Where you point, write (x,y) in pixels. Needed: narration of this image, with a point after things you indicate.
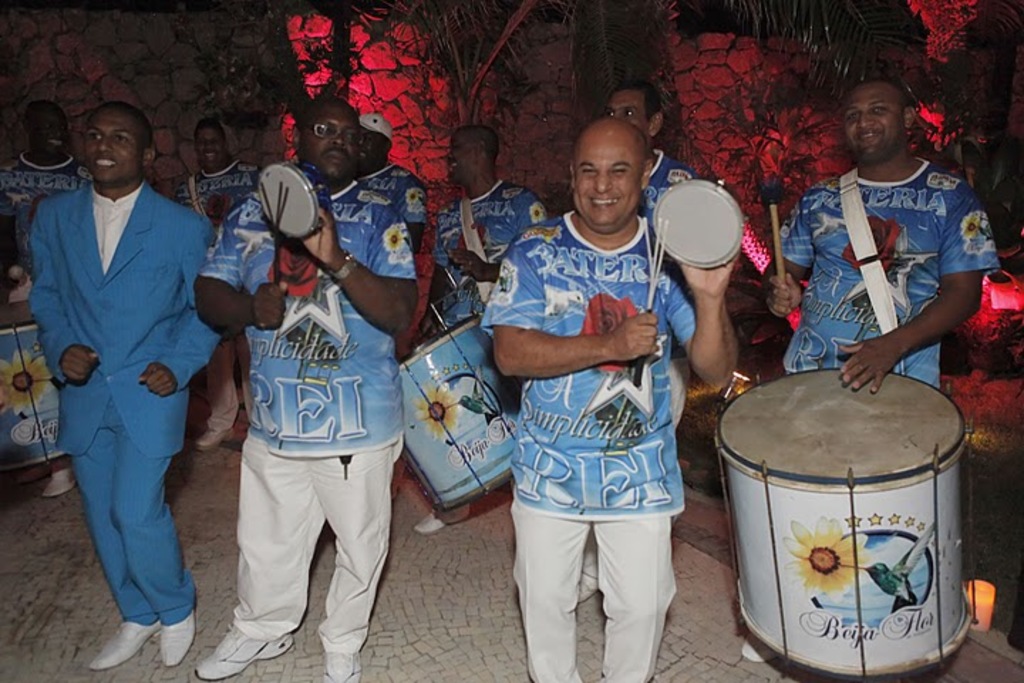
Here we have these persons (348,372) who are holding drums (276,193) and playing them with sticks (775,248), these persons (261,559) wear same color dress (365,327) like a uniform (290,344) i. e. a white colored pant (313,526) and blue colored t-shirt (354,336) and apart from these persons (275,342), here we have another person (148,529) who is wearing blue colored trouser (151,498) and jacket (61,259) and he seems like he is dancing in the concert.
